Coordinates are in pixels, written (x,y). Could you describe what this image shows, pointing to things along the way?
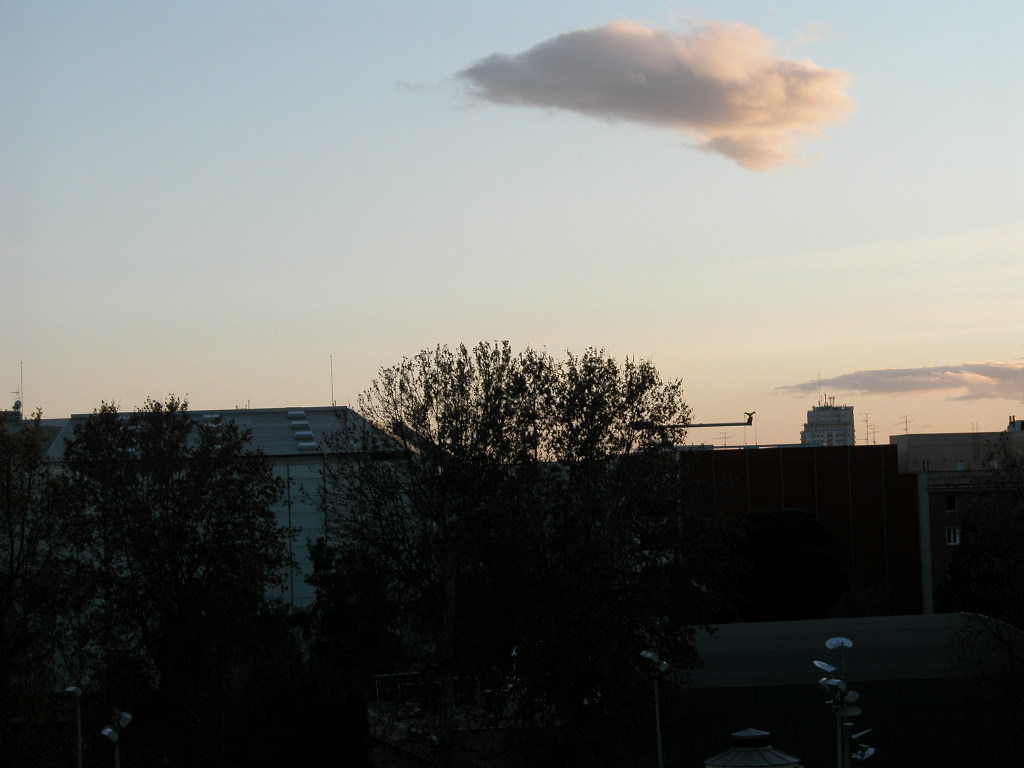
In this image we can see trees (294,613), buildings (831,489), few objects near trees (717,551) and the sky (645,185) with clouds (663,83) in the background (771,163).
